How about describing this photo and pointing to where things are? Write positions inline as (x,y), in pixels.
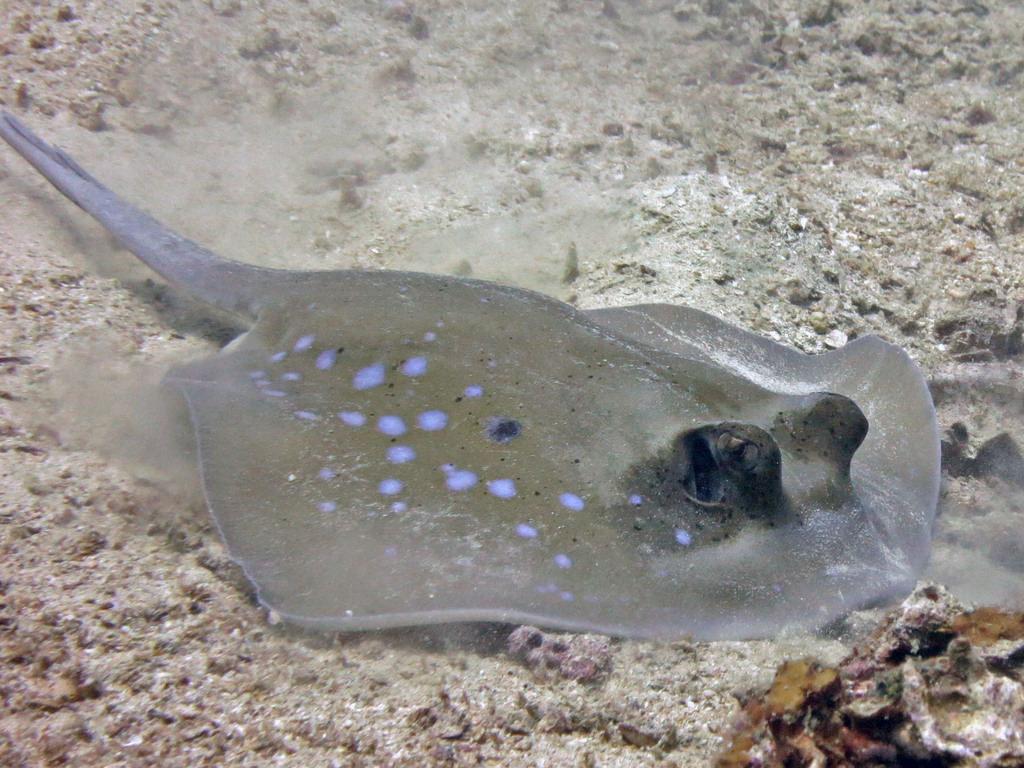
In this picture we can see a blue-spotted stingray (647,514).
